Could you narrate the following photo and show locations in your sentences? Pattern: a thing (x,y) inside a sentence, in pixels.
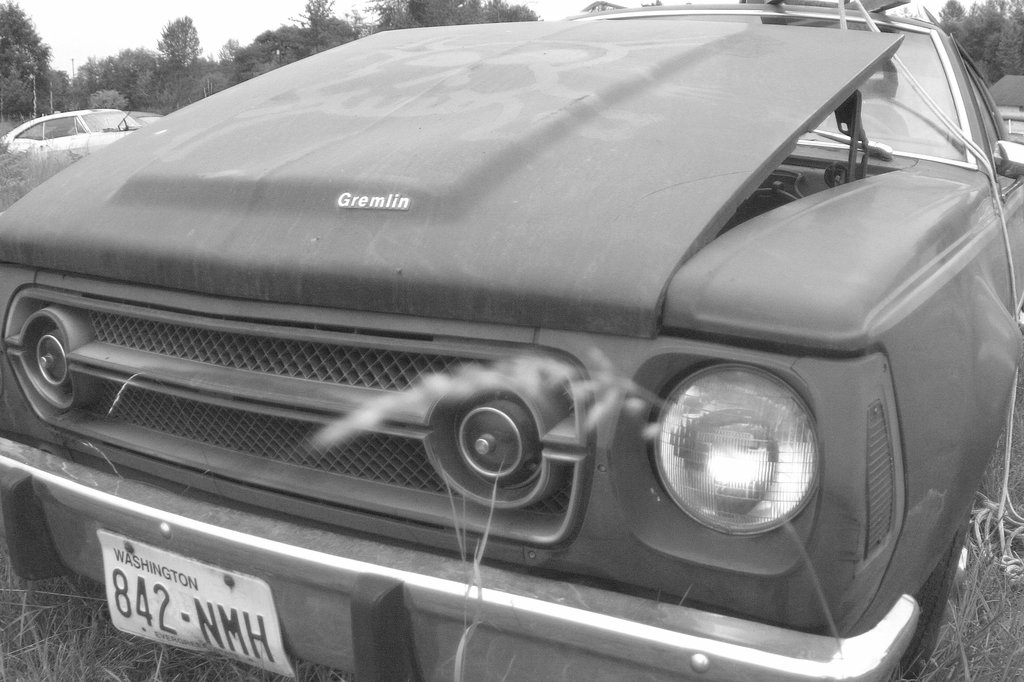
A black and white picture. Front we can see a vehicle (521,242) with number plate (158,575). Background (16,39) there are trees (292,39) and vehicle (111,124).
